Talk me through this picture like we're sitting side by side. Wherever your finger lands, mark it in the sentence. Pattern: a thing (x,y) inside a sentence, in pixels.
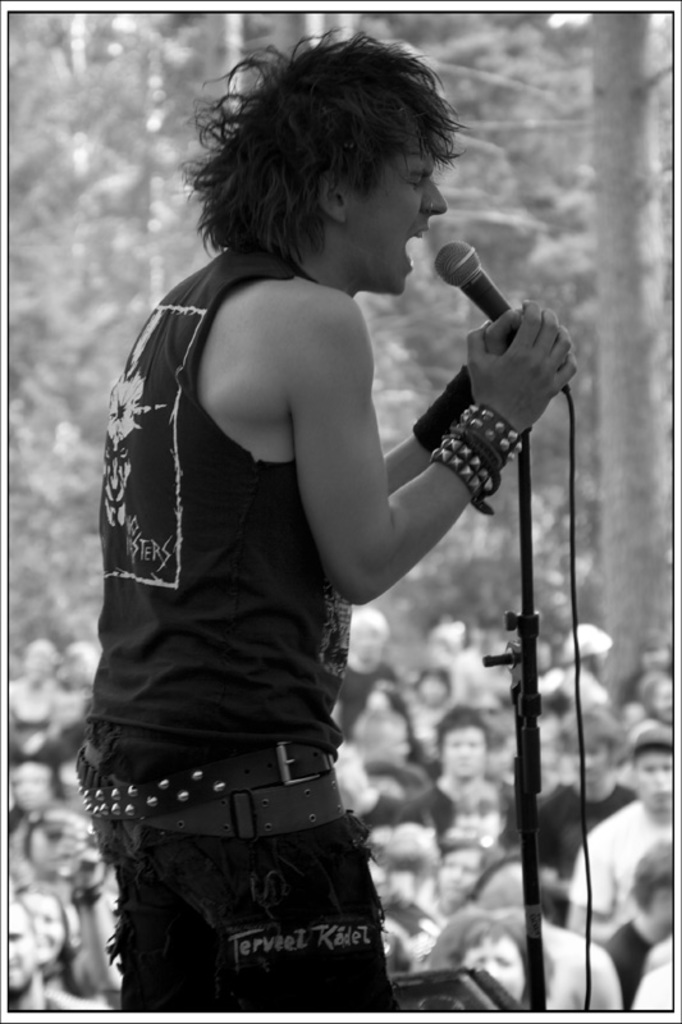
In this Image I see a man (395,273) who is standing and he is holding the mic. In the background (431,783) I see number of people (101,956).
